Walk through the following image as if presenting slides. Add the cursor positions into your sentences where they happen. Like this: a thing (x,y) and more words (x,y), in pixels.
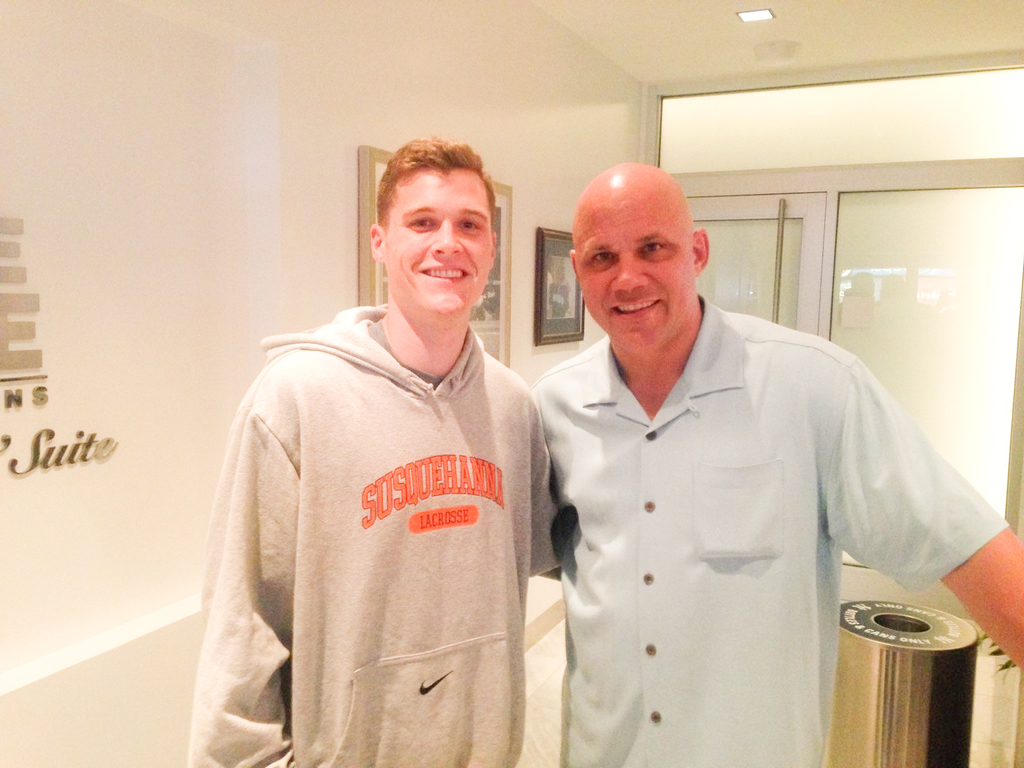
In this picture, we can see two persons (685,630), ground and some metallic object (939,698) on the ground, we can see the wall (324,278) with frames (567,305), and some text (3,315), and we can see glass doors (992,413), we can see the roof (821,32) with lights (760,16).
